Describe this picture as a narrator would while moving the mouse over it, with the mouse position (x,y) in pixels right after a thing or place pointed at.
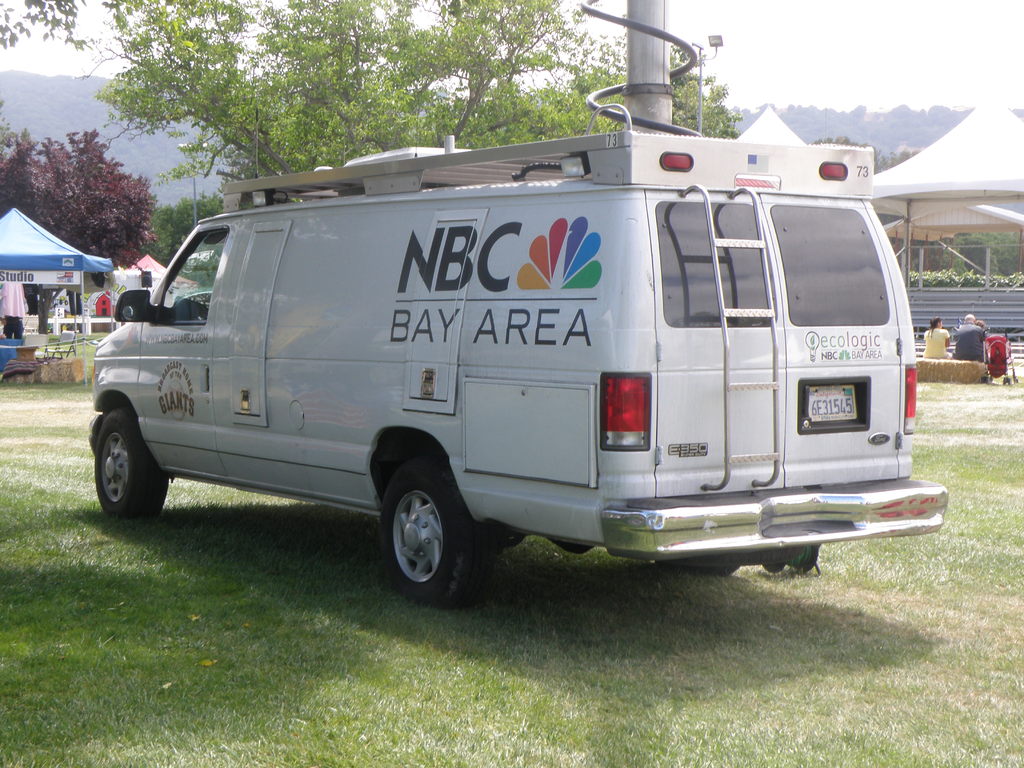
In this picture we can see a van (681,486) on the grass (761,621), in the background (969,360) we can see few people (940,319), tents (39,264) and trees (125,219).
